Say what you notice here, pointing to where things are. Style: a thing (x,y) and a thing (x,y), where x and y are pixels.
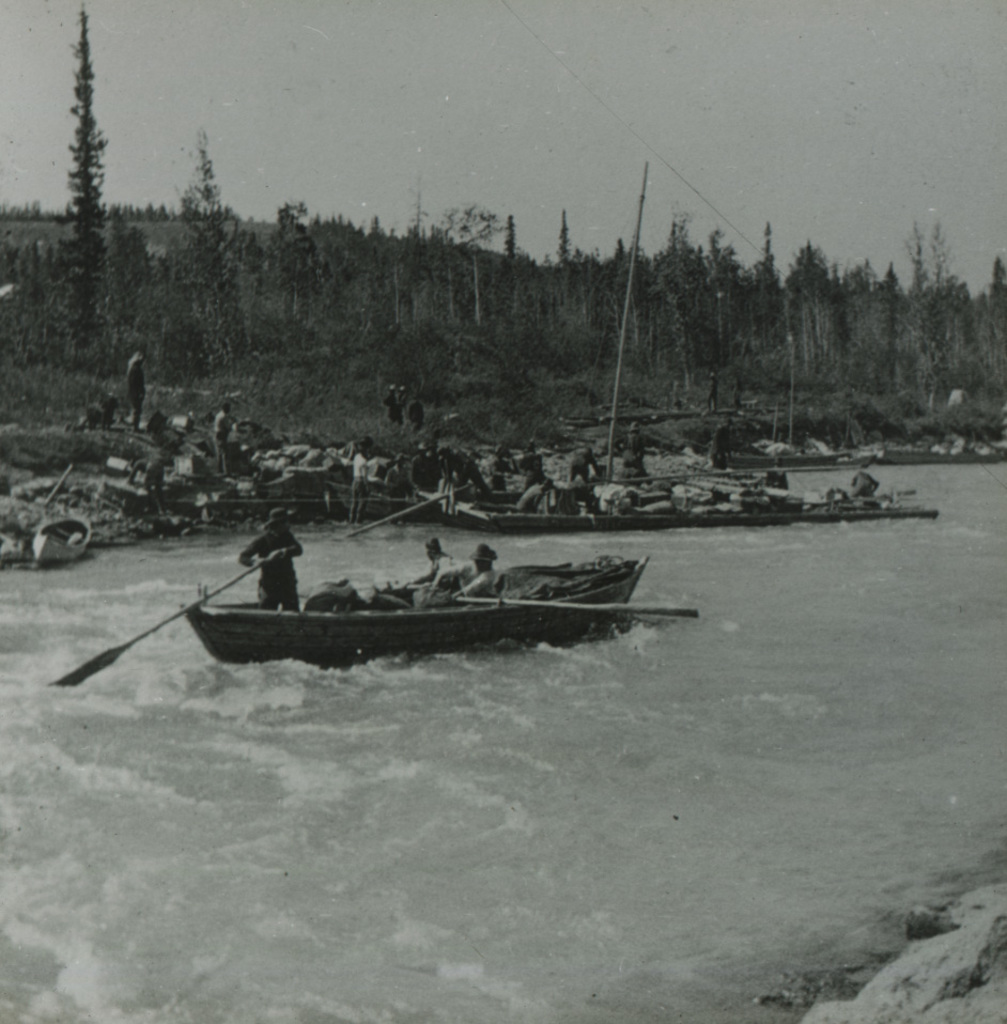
It looks like an old black and white picture. We can see there are some people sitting on a boat (231,626) and two people (270,604) holding the paddles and the boat (334,634) is on the water (359,670). Behind the people (287,600), it looks like a pier (303,511) and some people (359,500) are standing. Behind the people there are trees (287,326), a pole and the sky (315,118).
